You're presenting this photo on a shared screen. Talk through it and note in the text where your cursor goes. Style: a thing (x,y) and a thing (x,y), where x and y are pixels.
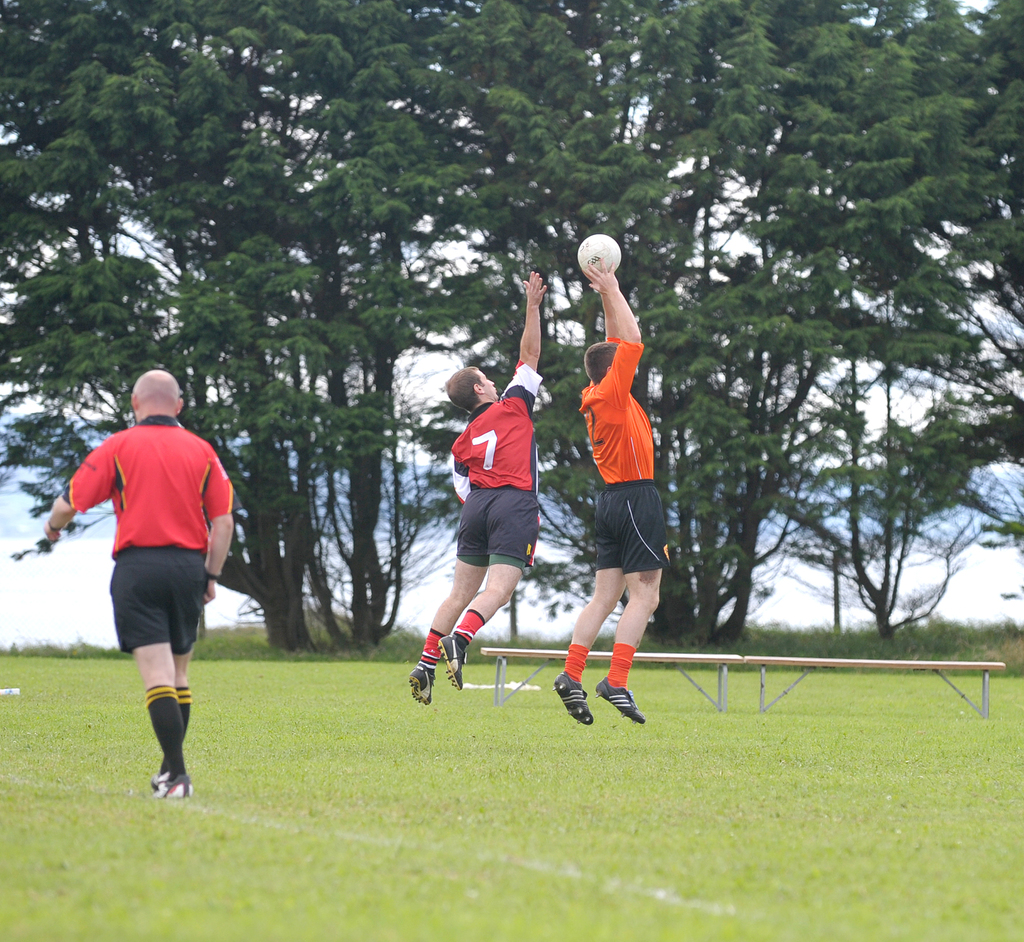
The person (619,412) wearing orange shirt (619,425) is holding a ball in his hands (610,281) and standing in air and there is another person (507,444) wearing red dress (507,455) behind him is standing in air and the person (159,479) in the left (170,501) is standing. The ground (601,791) is greenery (498,781) and there are trees (867,210) in the background (608,193).
